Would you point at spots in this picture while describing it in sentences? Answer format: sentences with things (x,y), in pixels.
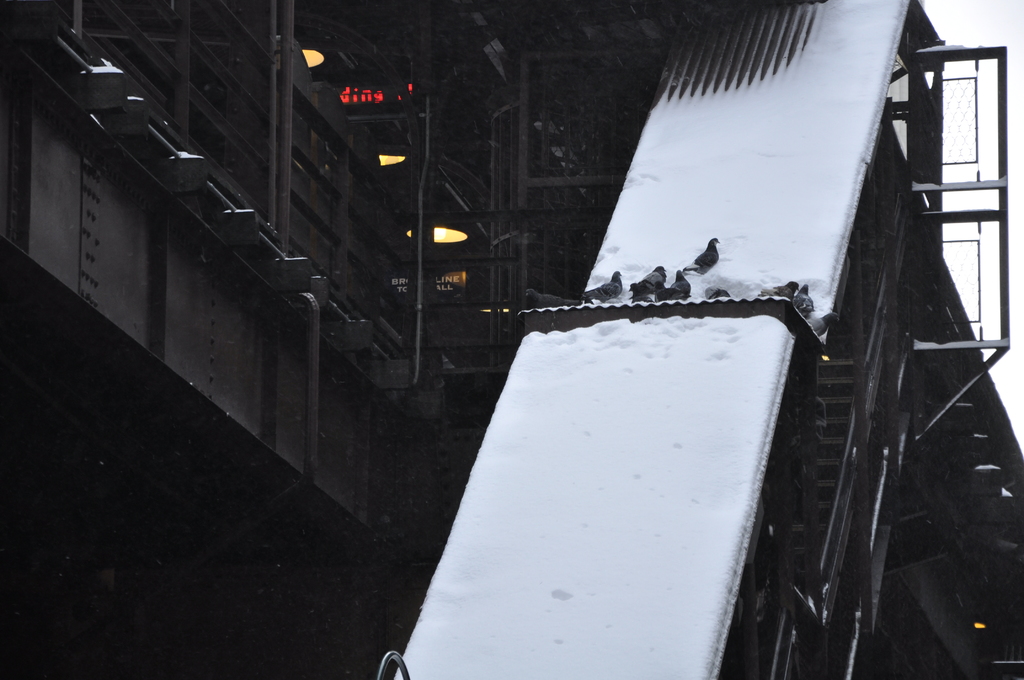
In this image there is a building (388,289) for that building (851,448) there are stairs (799,548), on that stairs (799,563) there is a roof (783,261) and that roof (691,545) is covered with snow (786,340) and there are birds (682,280).
